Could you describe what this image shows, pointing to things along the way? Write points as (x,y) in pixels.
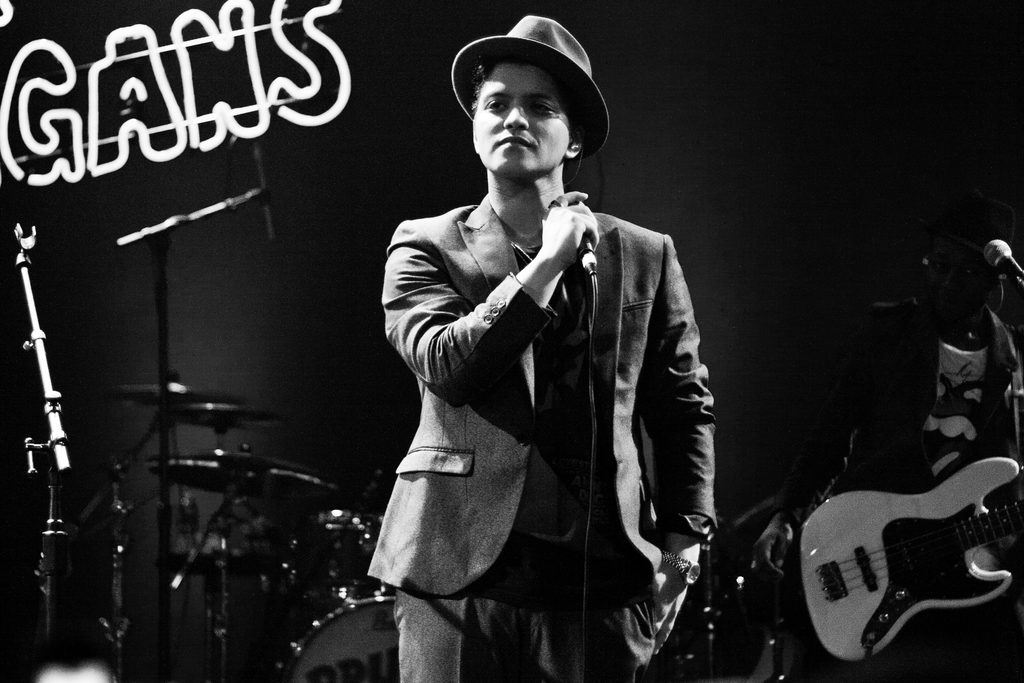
This is a black and white image. Here is a man (493,400) standing and holding a mike (591,266). I can see another person (906,366) holding guitar (924,520) and standing. This is the mike (998,264). At background (221,479) I can see drums (226,469). This looks like letter (255,85).
